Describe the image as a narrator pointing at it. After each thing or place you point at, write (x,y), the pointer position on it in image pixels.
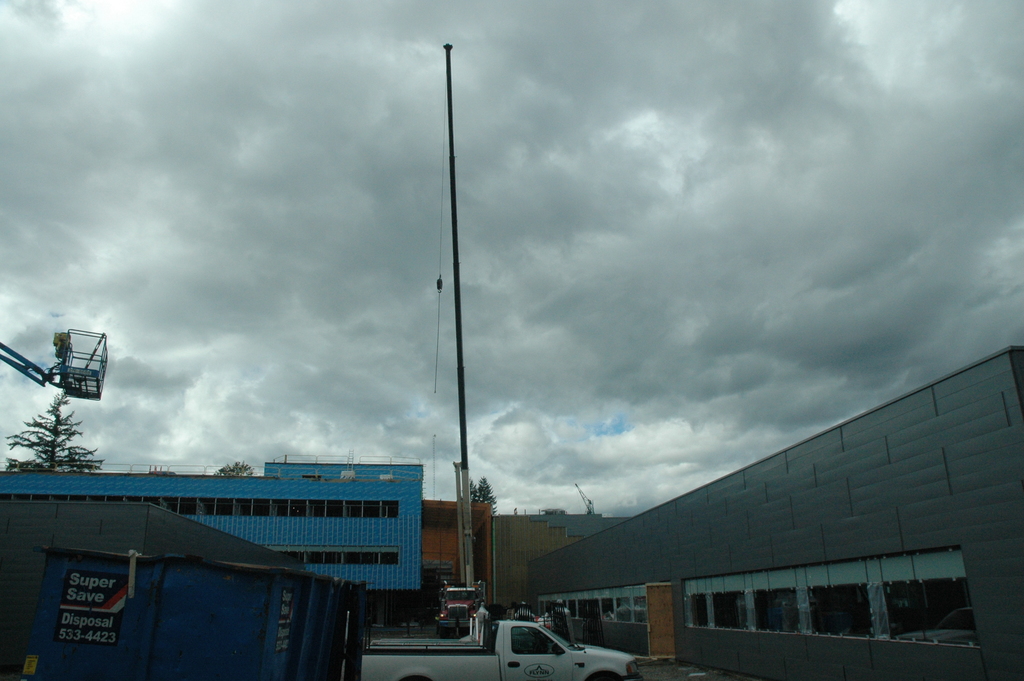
At the bottom of the image (362,650) there are some vehicles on the road (689,667). Behind the vehicles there are some buildings (195,526). Behind the buildings (244,482) there are some trees (78,468). At the top of the image (452,29) there are some clouds (834,362) and sky (888,338).
